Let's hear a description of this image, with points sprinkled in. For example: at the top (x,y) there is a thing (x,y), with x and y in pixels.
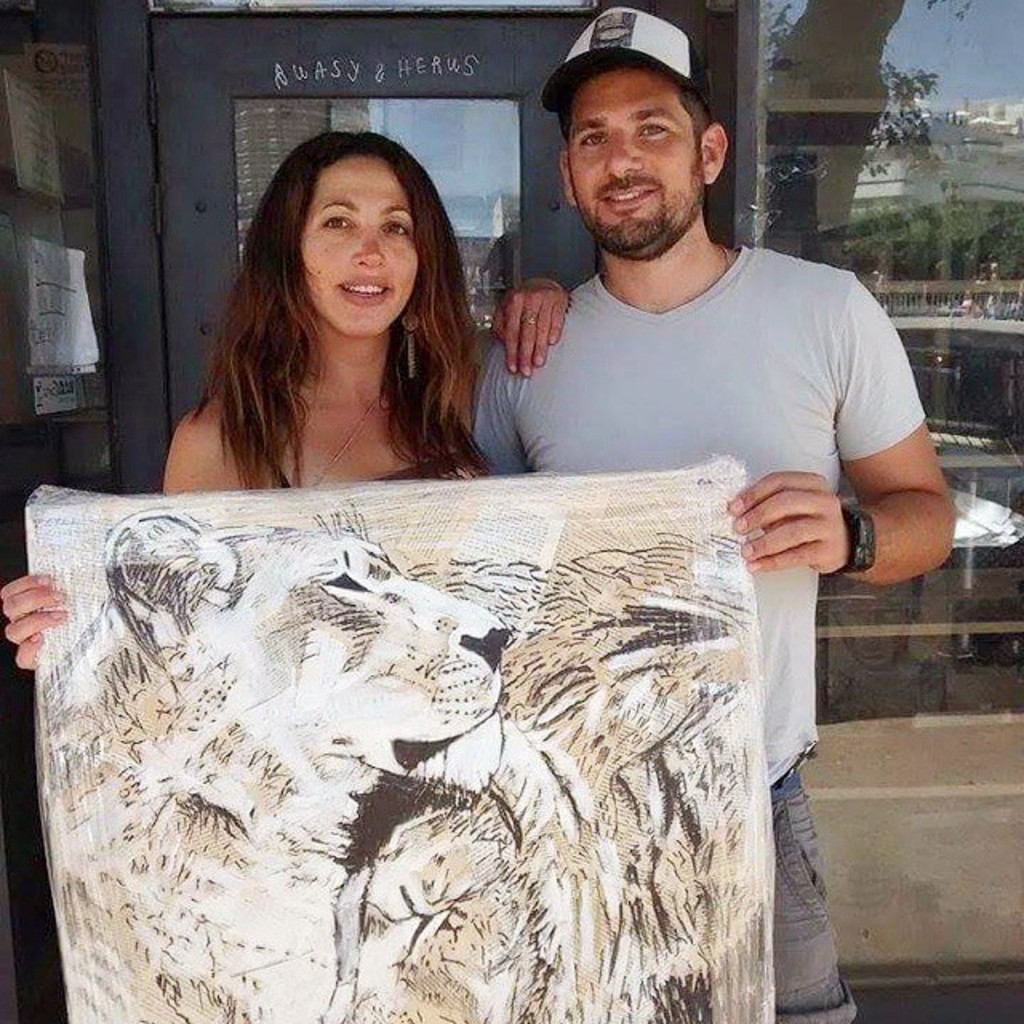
In this image there is a woman (326,481). Beside there is a person (723,331) standing. They are holding a cloth (396,566) having a painting (460,751) on it. The person (654,299) is wearing a cap (624,33). Behind them there is a glass wall (915,109) having a door (415,60). On the glass wall (867,271) there is a reflection (926,202) of buildings (942,173) and trees (947,223). Left side (50,119) there are posters (46,269) attached to the wall (6,200).
